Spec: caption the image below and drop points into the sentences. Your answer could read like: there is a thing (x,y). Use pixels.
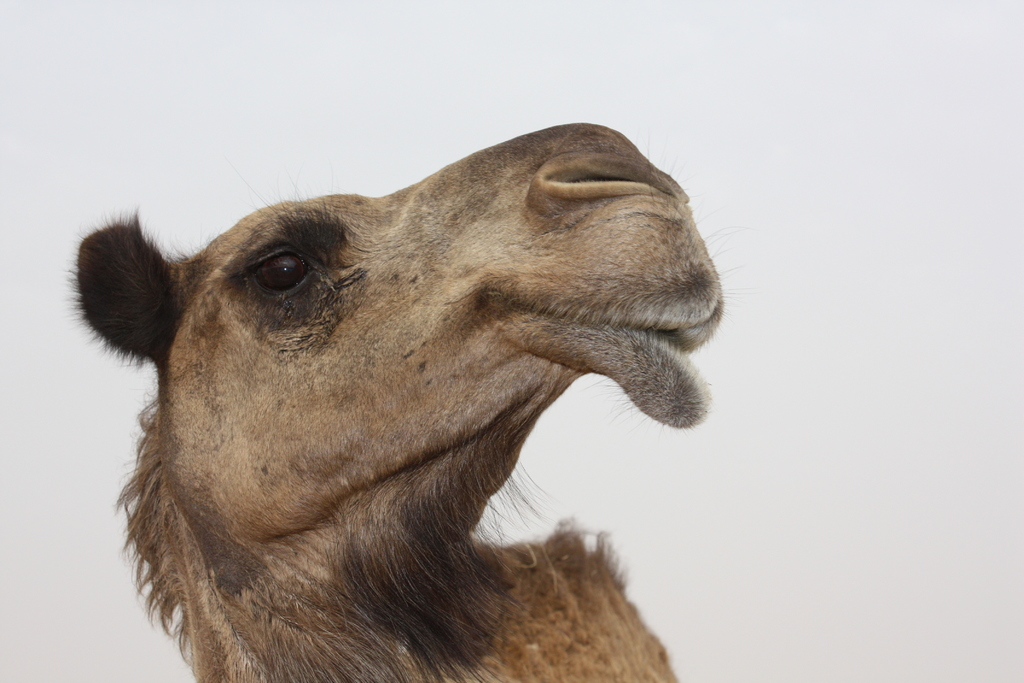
In this image we can see a camel (508,298), also we can see the sky (824,357).
